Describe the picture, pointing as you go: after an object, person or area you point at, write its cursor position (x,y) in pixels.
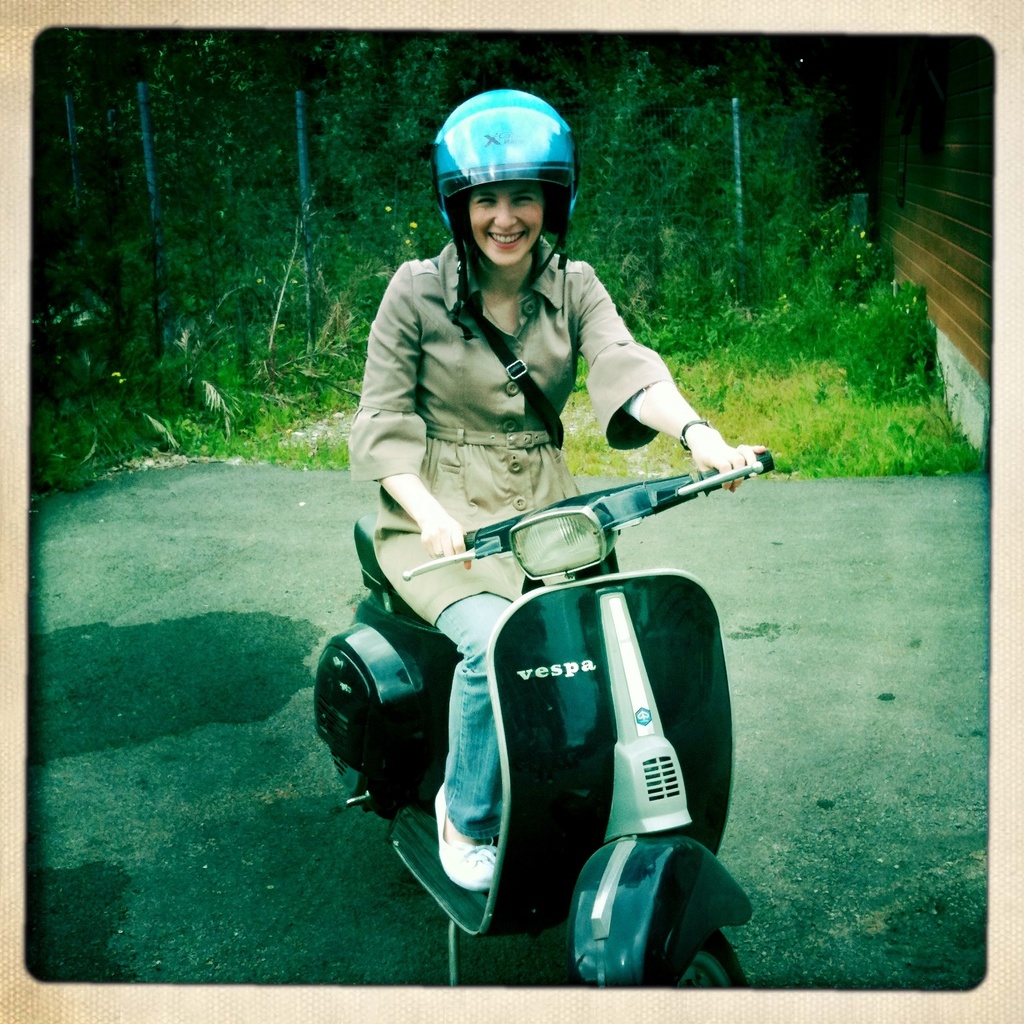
In the image we can see a woman (711,461) wearing clothes (442,589), shoes (440,826), helmet (435,185) and she is smiling. She is sitting on a two wheeler (540,677). Here we can see a road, grass (832,434), pole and plants (341,197). Here we can see wall (960,223).
